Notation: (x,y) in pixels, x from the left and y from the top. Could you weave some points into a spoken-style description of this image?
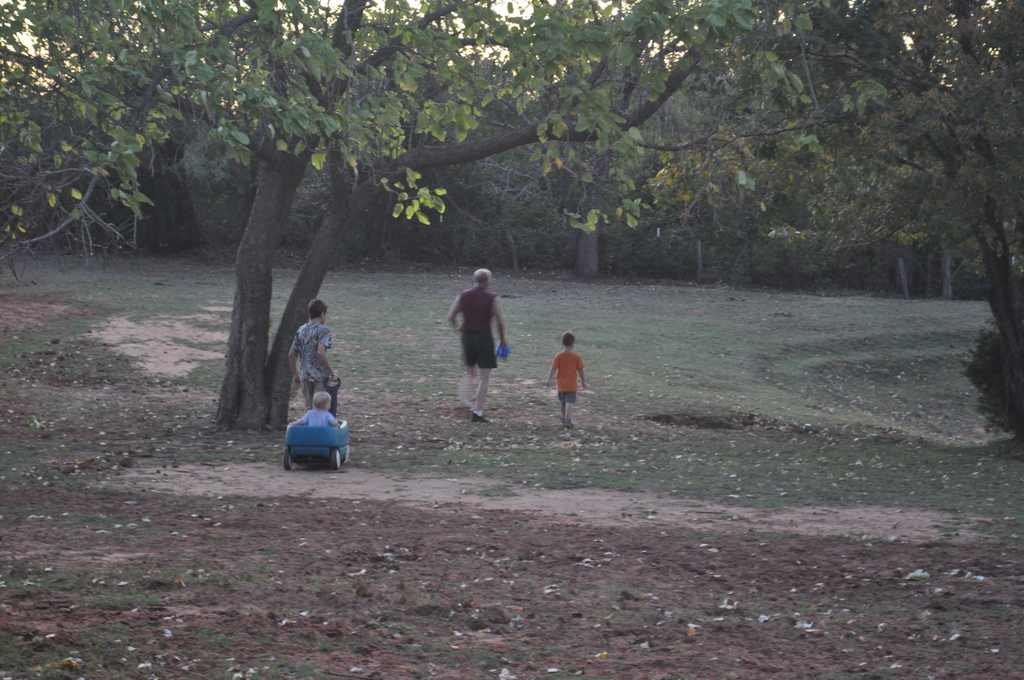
In this picture there are some small kids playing in the playground (537,499). In the middle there is a huge tree (325,133) and many trees (518,236) in the background (518,236).
